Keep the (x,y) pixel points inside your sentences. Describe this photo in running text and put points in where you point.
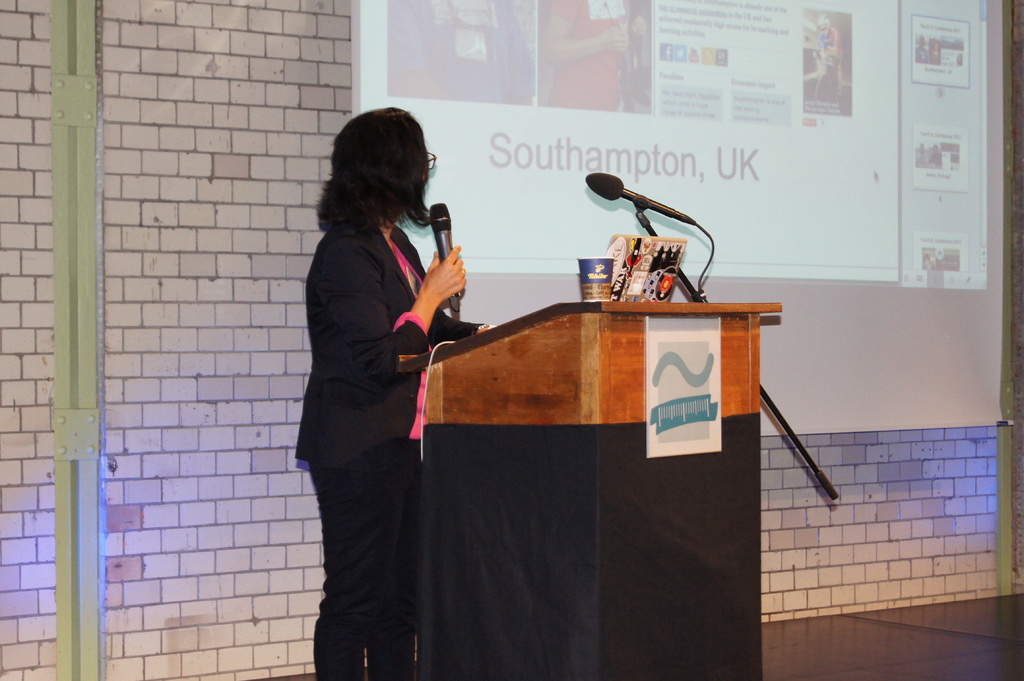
Here we can see a woman (398,148) is standing on the floor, and holding a microphone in her hands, and at back (209,270) here is the wall (174,184) made of bricks (239,65), and here is the projector (671,94).
